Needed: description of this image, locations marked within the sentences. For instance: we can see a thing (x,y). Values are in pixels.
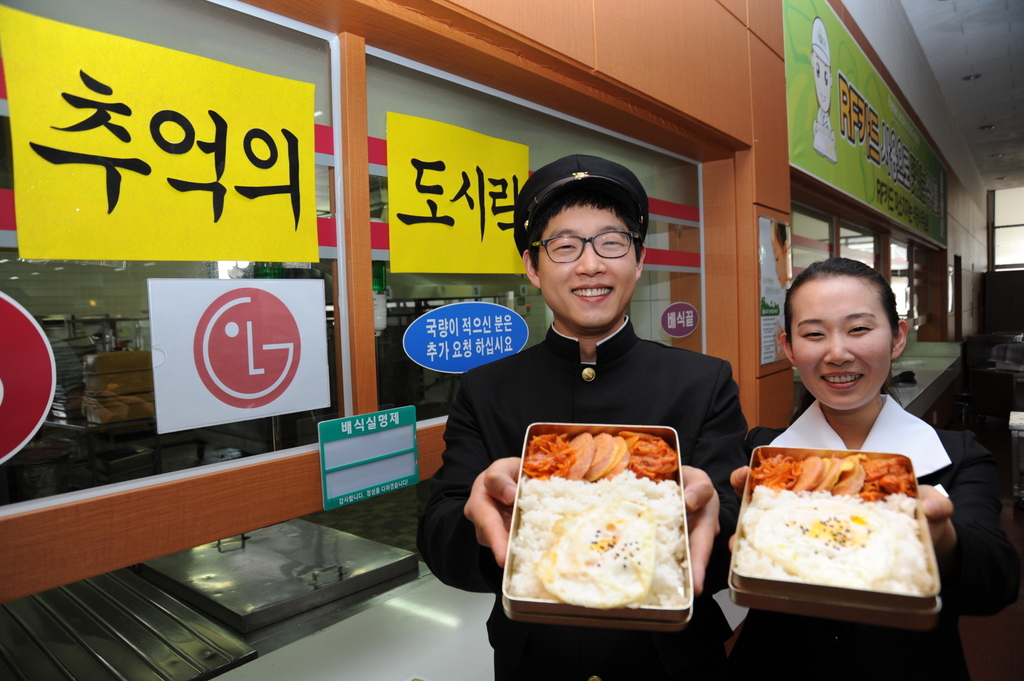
In this picture we can see a man (725,398) and a woman (818,405) standing and holding two boxes (662,608), there is some food (644,600) on these boxes (639,529), on the left side (132,438) there is a glass (399,386), we can see stickers (397,148) pasted on the glass (337,385), there is a hoarding (841,180) here.
